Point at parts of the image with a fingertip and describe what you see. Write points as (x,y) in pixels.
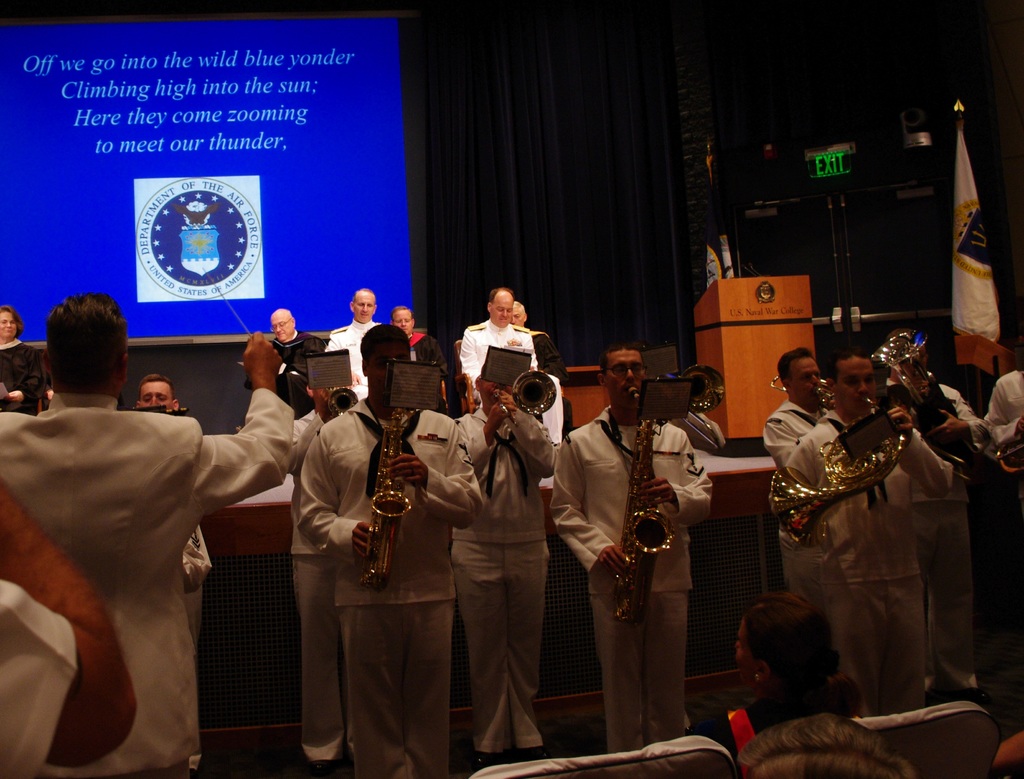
In the image in the center (602,500), we can see a few people (541,464) are standing and playing saxophones (381,479). On the left side (255,423), we can see two persons (83,553) are standing. In the bottom of the image (677,739), we can see the chairs (875,730). In the background (41,174) there is a wall (1016,189), screen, flag (957,165), stand (755,362). sign board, few people (15,327) are sitting and few other objects (663,184).
